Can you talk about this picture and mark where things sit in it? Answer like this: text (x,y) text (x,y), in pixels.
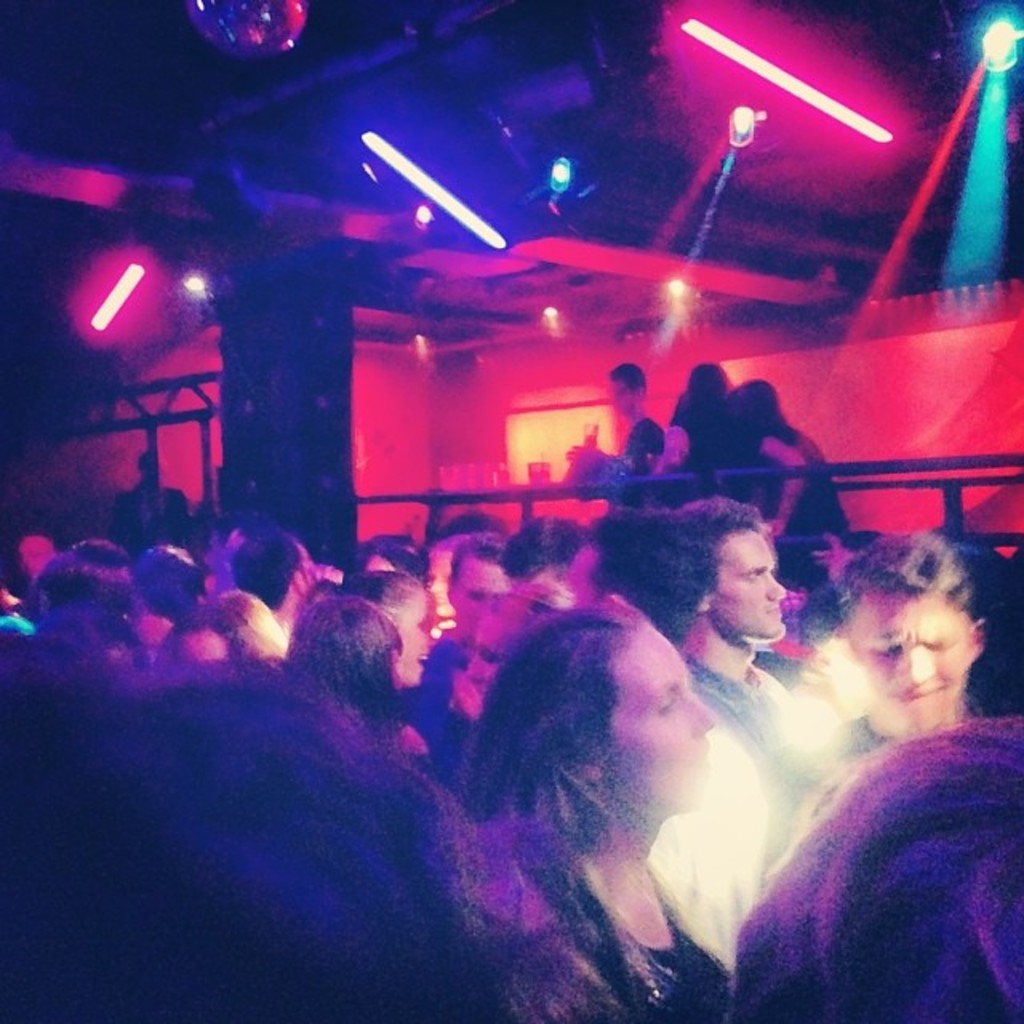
This picture is clicked inside the hall (673,877). In the foreground (680,695) we can see the group of persons (524,626). At the top (515,43) there is a roof (515,48) and we can see the lights (751,120) and we can see the wall (431,462), metal rods (460,494), pillar (273,462) and some other object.
